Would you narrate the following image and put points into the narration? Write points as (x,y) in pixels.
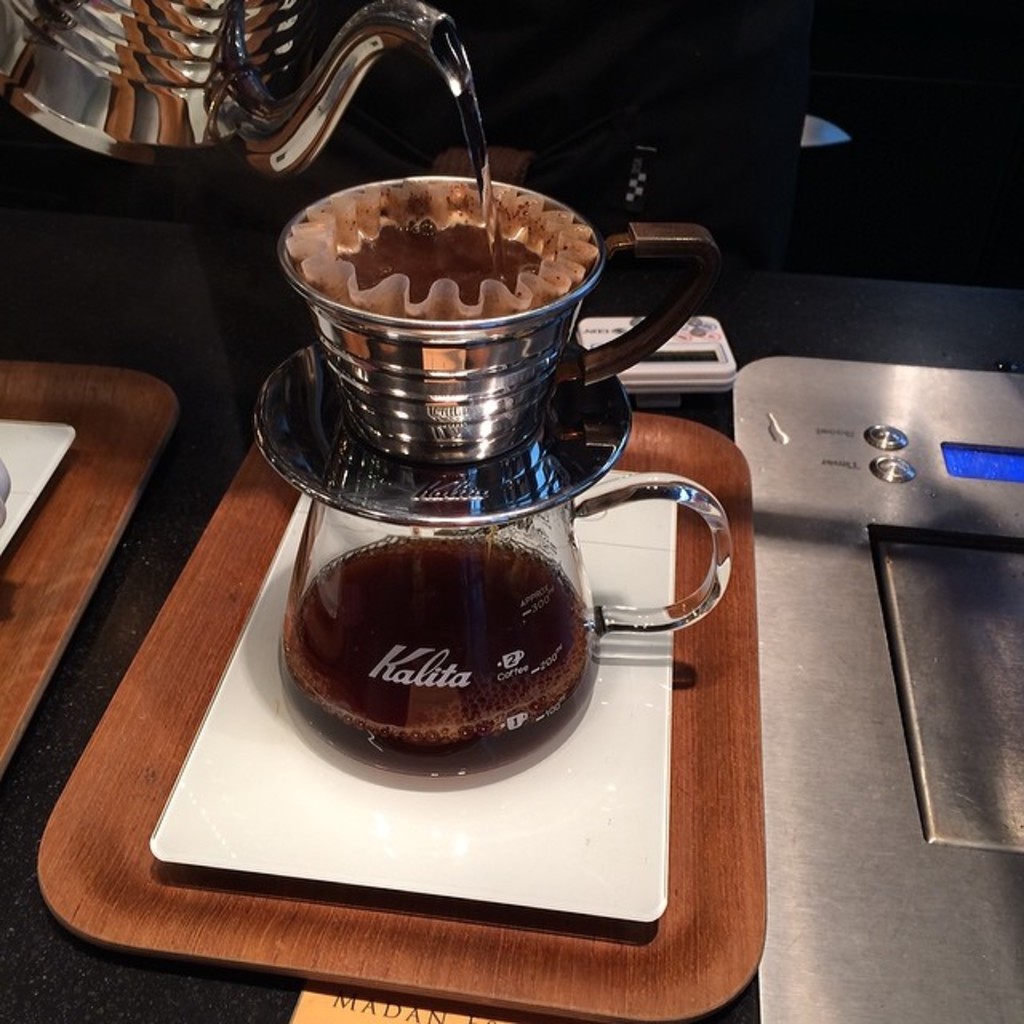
In this picture we can see a kettle (207,123) and a glass bowl (445,578), we can see a tray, on the top of the bowl (493,539) we can see a cup (473,387), there's another tray (97,539) on the left side of this image (50,512).
